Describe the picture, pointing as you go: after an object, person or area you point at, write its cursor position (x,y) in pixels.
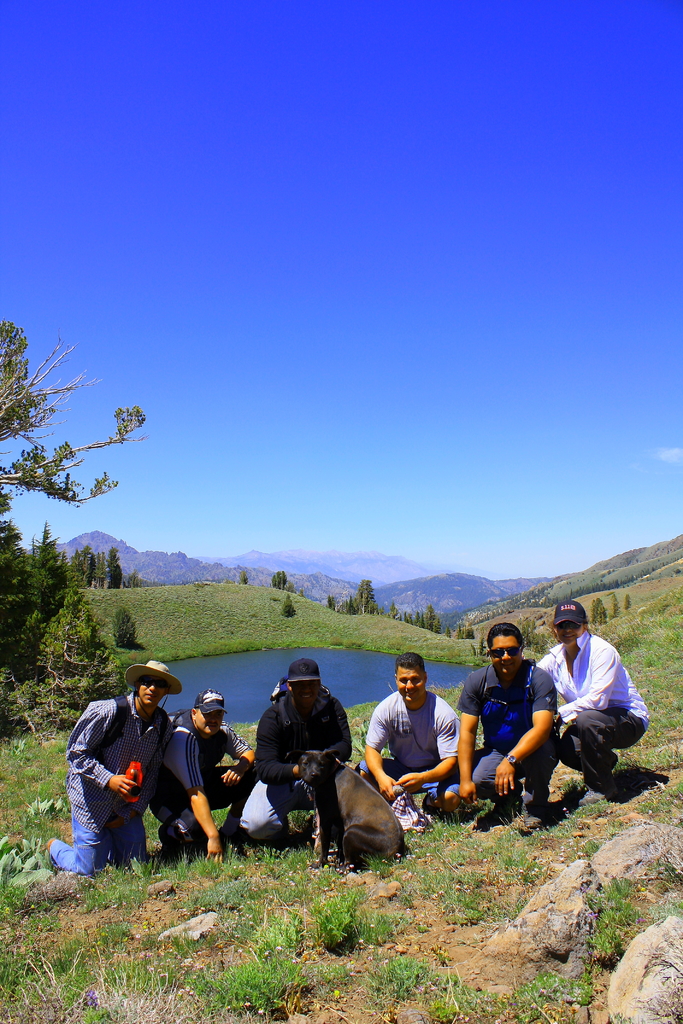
Here we can see a six people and a dog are posing for a photo. In the background (257,660) we can see a lake (229,671), a tree (34,400) and a clear sky (377,320).
